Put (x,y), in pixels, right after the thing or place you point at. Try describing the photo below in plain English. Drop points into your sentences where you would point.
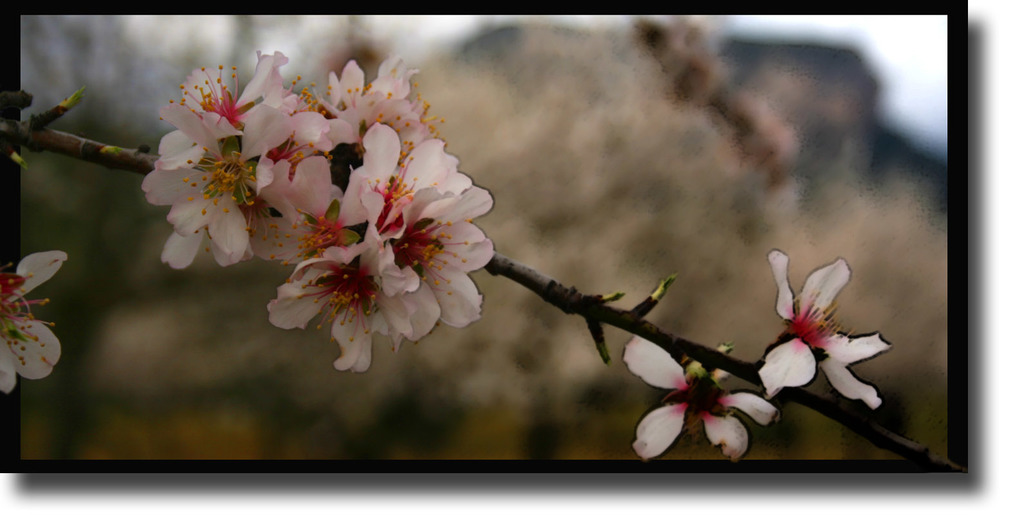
These are the white color flowers (434,169).
